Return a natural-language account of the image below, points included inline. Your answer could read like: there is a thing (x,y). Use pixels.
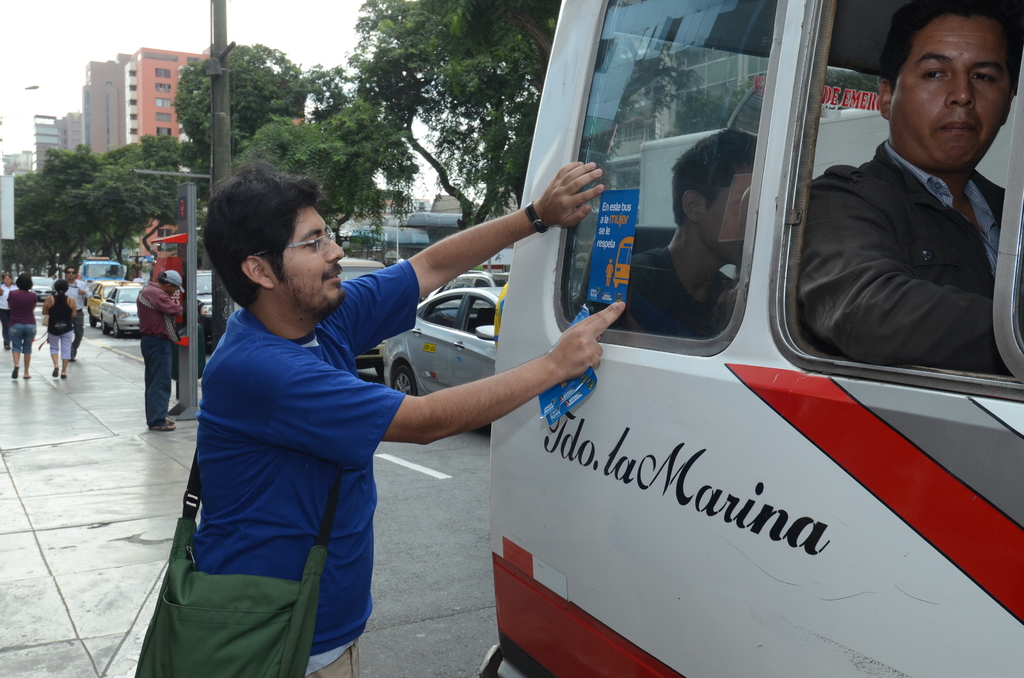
This image is taken outdoors. At the bottom of the image (79,551) there is a sidewalk (77,483). On the right side of the image (801,350) a van (679,365) is parked on the road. In the middle of the image (353,363) a man (336,383) is standing on the floor (1,405) and he is sticking a label (608,296) on the van (668,320). Many cars (495,304) are moving on the road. On the left side of the image (23,284) a few people (71,289) are walking on the sidewalk (44,382) and a few (147,339) are standing and there is a pole (220,129). In the background (204,139) there are a few trees (168,165) and buildings (160,86).
